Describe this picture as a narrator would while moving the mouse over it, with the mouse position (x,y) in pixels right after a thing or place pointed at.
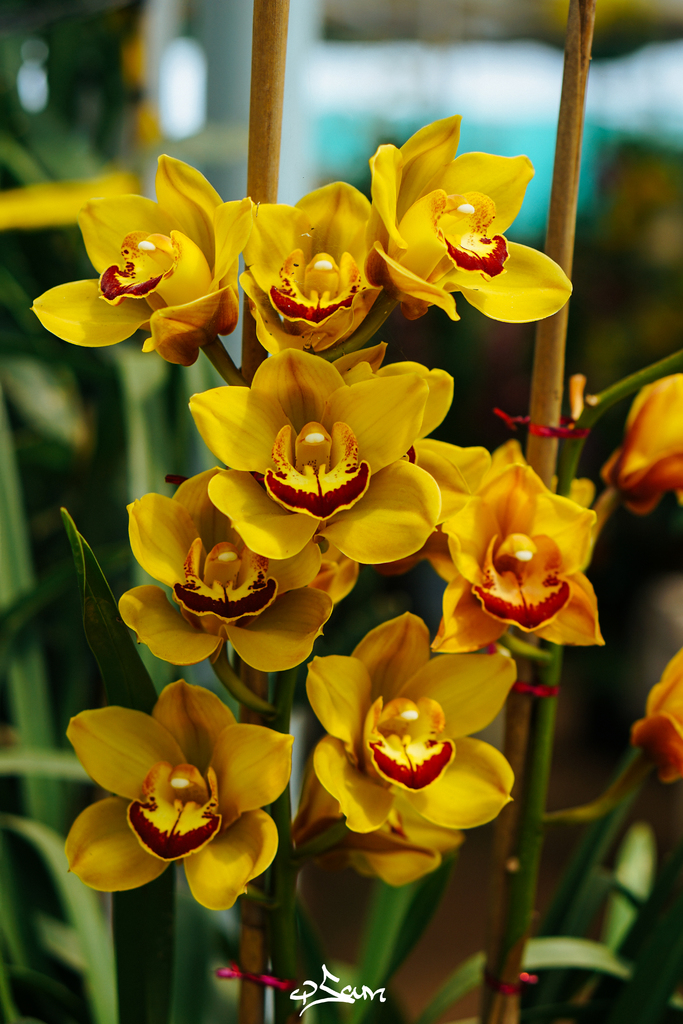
In this image we can see flowers (309,357) which are in yellow color. At the bottom (96,995) there are leaves (96,995).
